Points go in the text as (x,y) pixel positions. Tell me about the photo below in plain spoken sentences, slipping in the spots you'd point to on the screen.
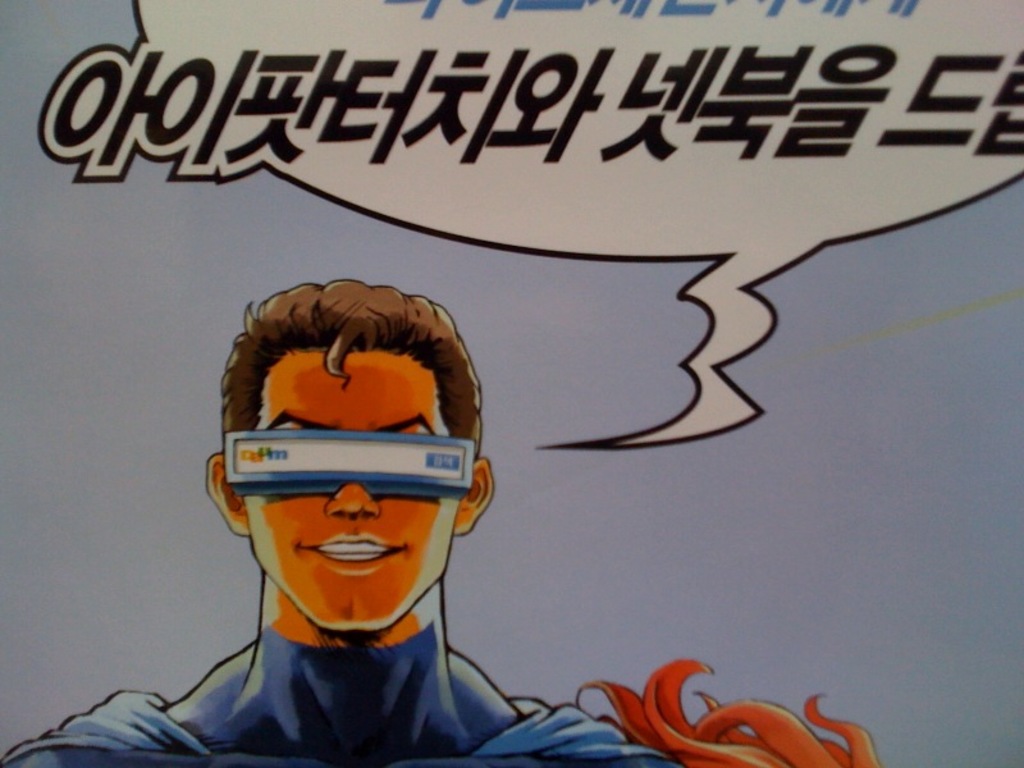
Here we can see a poster (531,595), in this poster (503,608) we can see a person (250,485).
